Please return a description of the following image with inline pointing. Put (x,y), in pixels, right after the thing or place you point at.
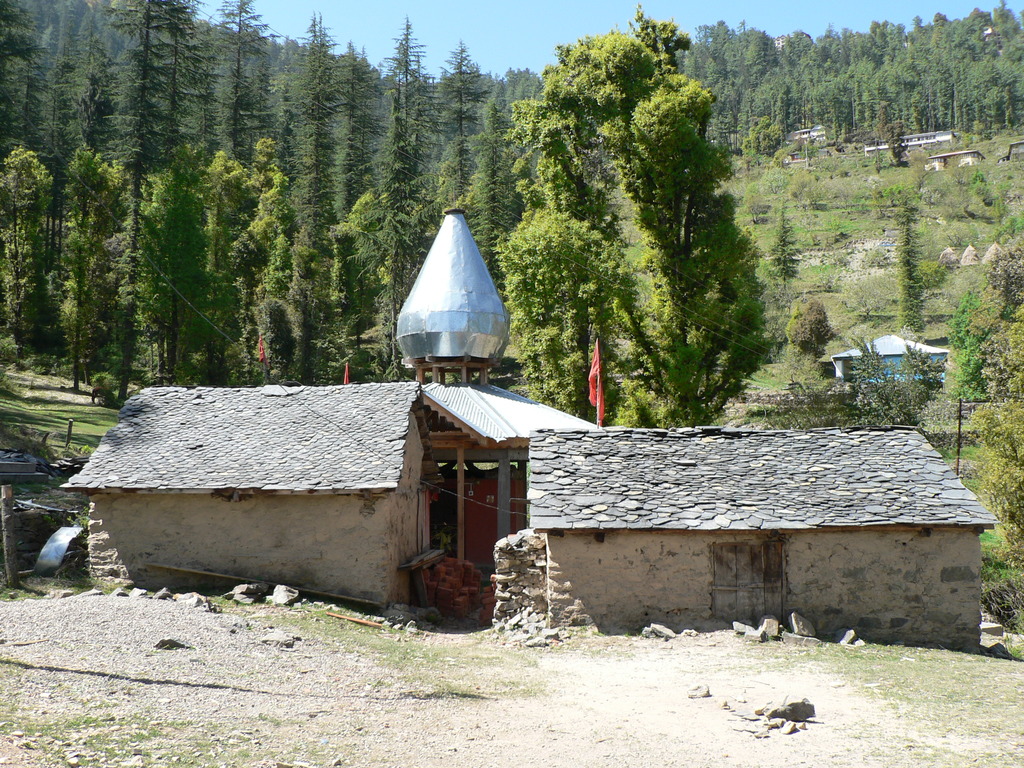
This image consists of trees (328,184) in the middle (398,260). There is sky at the top (384,42). There is something like house (622,551) in the middle (614,433).
